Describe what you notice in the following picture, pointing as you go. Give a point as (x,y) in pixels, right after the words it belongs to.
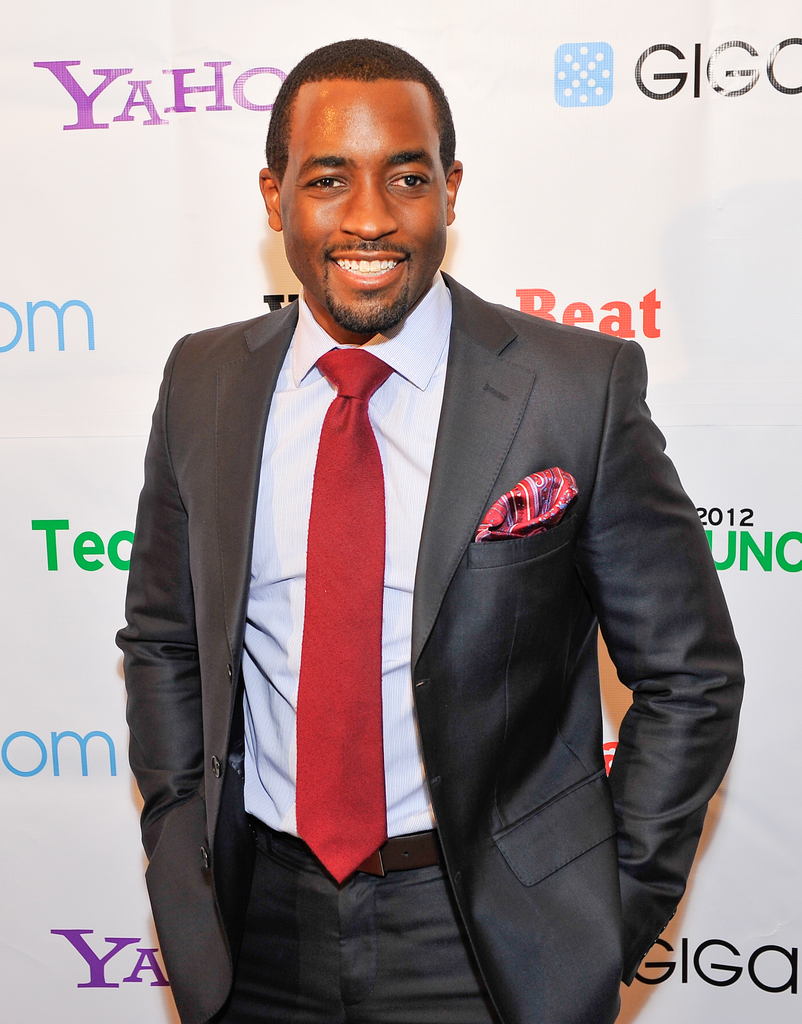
In this image I can see a person (189,808) standing and the person (617,773) is wearing gray color blazer (502,582), white shirt (424,455) and red tie (360,576), background (681,223) I can see a banner (93,194) and I can see something written on the banner (473,3).
